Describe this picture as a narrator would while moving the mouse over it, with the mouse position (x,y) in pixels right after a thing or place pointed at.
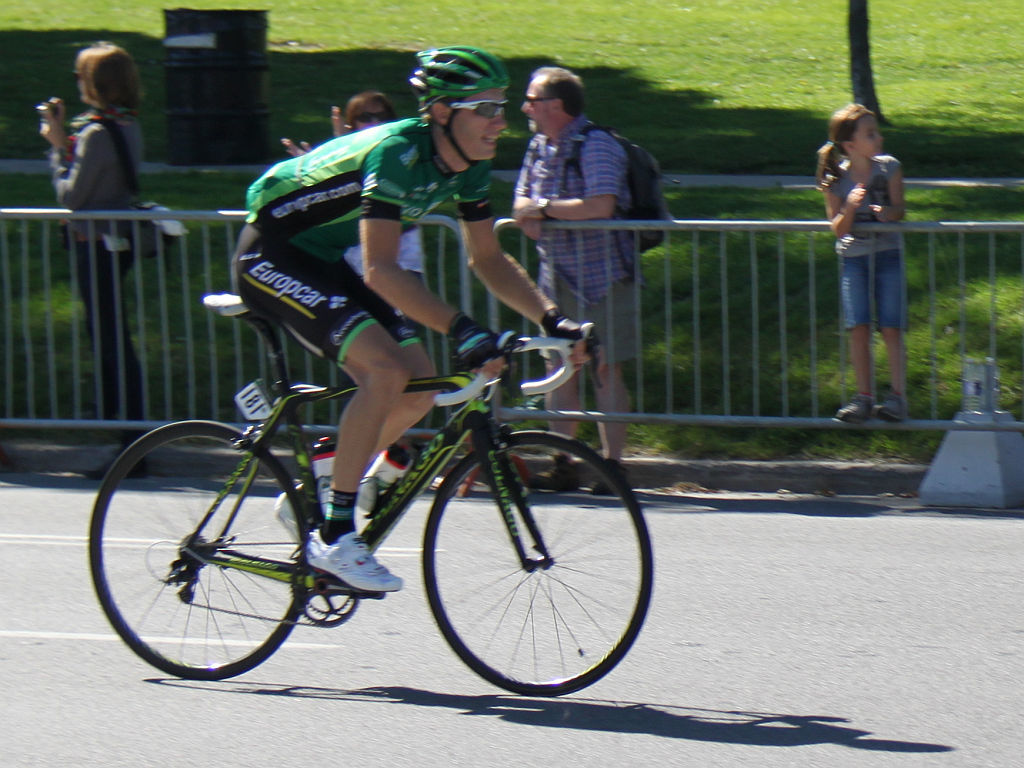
in the picture there is a person (456,332) riding a bicycle (270,321), there are other persons (528,204) watching them.
